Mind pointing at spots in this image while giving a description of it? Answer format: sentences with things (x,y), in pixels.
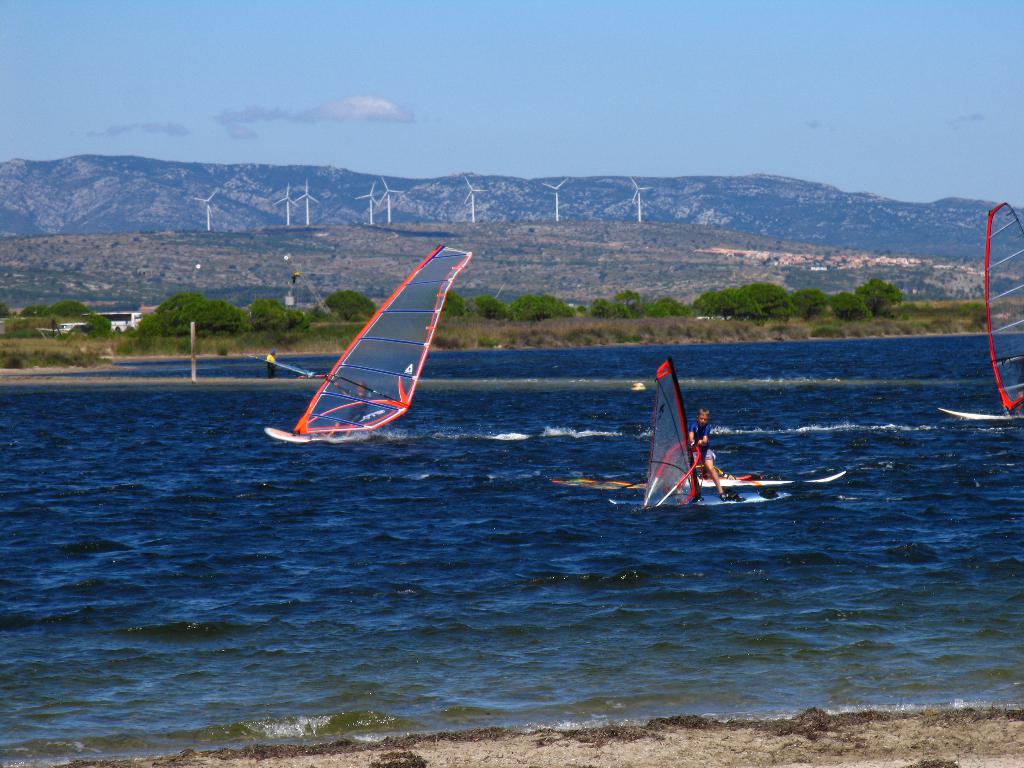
In this image I can see few people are holding something and they are in the boats (987,313). The boats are on the water surface (547,521). I can see few windmills (289,219), mountains (396,215), trees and the sky (520,147).
